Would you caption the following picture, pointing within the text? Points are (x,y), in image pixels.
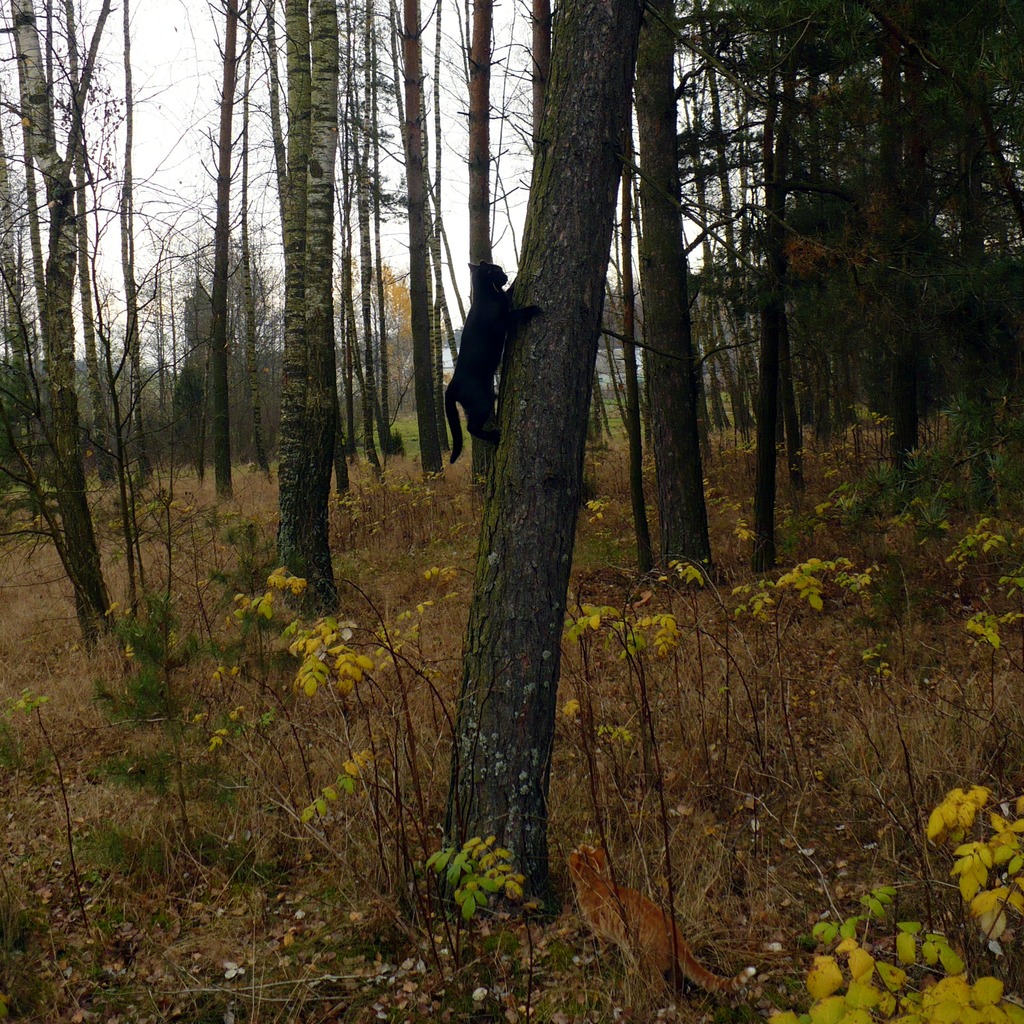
In this image I see number of trees (718,263) and plants (427,706) and I see a cat (486,372) which is of black in color and it is on this tree (545,579) and I see a cat (657,939) over here which is of orange in color and in the background (118,120) I see the sky (449,69).
